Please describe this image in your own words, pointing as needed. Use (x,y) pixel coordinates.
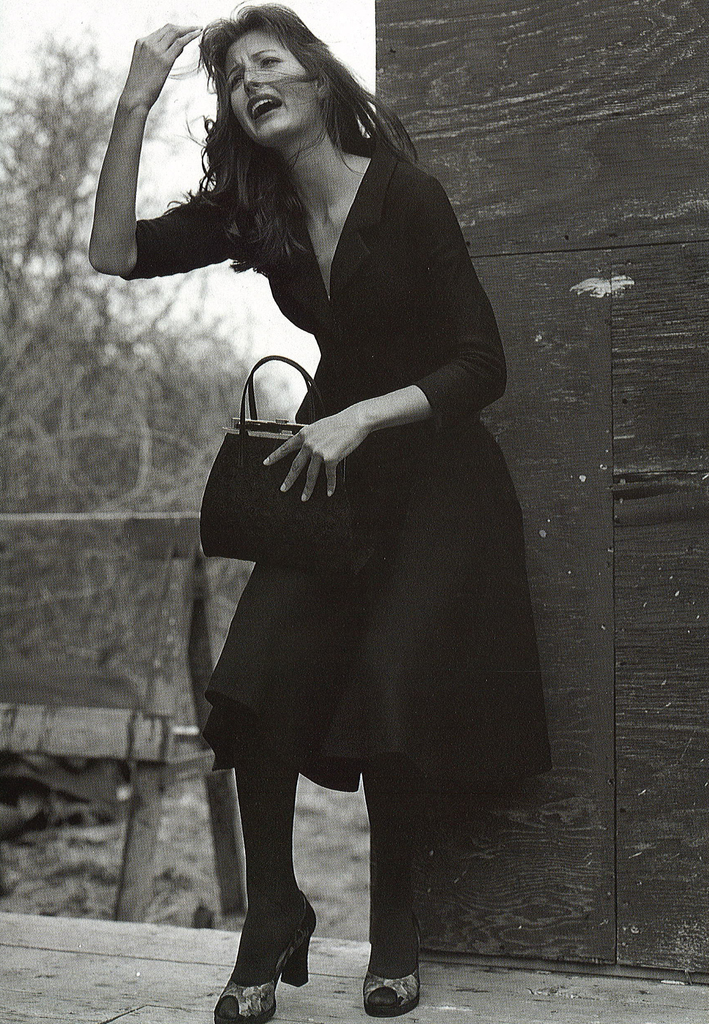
In this image I see a woman (322,328) who is standing and she is holding a bag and she is on the path (539,1012). In the background (23,106) I see the plants (46,57) and the wall (478,1).
